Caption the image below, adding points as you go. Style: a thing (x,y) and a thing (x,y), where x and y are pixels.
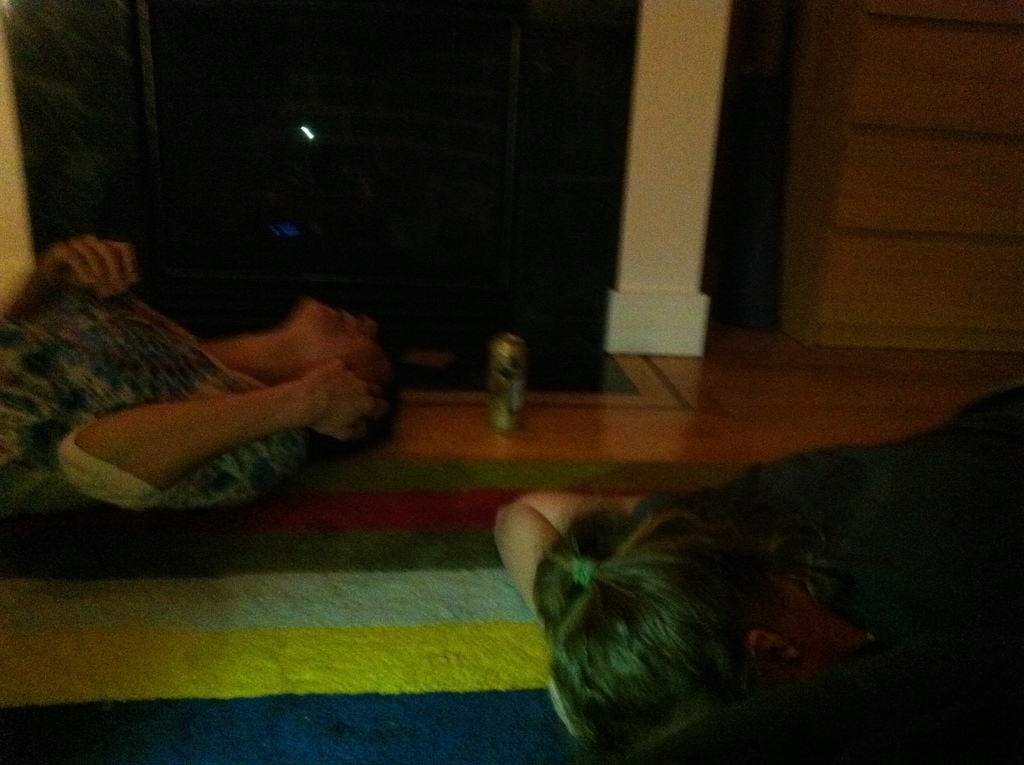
In this image we can see two persons (770,606) are laying on the floor (539,420) in a room (588,452) and there is a floor mat (546,754) and there is an object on the floor (740,439).
